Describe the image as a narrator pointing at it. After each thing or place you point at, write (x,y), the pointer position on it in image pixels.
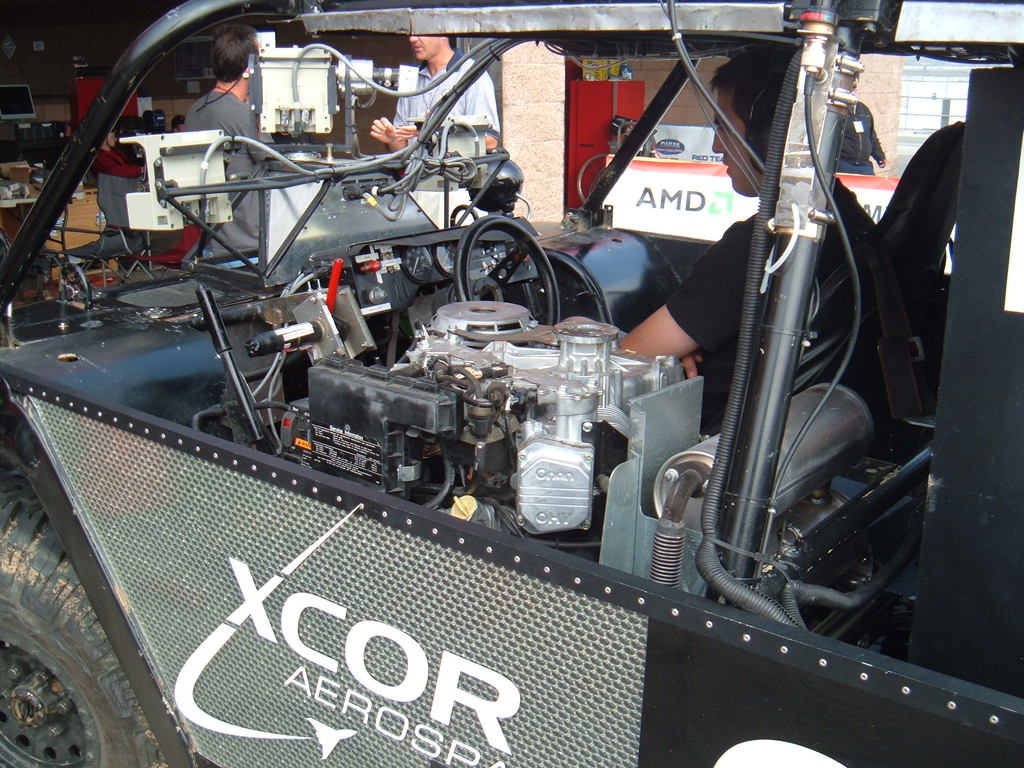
In this image, we can see a person (722,267) is there inside the vehicle (635,661). Here we can see few objects (590,404). Top of the image (719,223), we can see few people (416,112), banner (690,153), few things (651,149) and objects (519,194). Here there is a pillar (511,119).
